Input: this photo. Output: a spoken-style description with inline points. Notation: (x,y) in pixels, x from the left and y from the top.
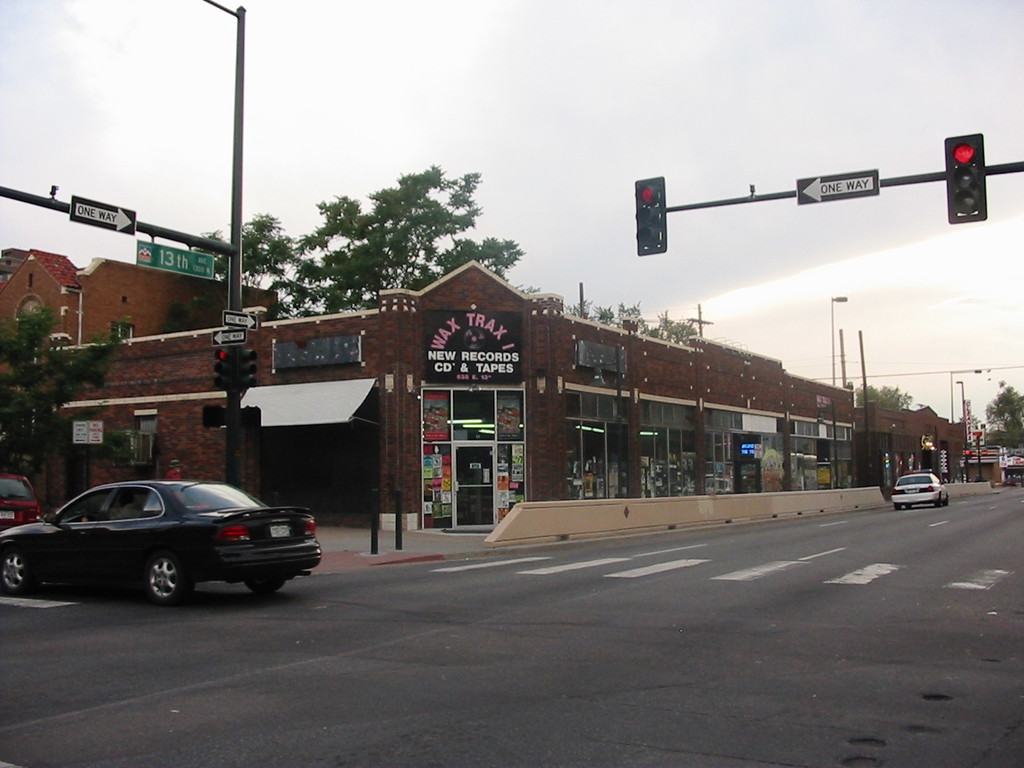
In this image we can see the shop (529,424). And we can see some name boards (486,353) on the shop (449,314) and we can see the windows (594,434). And we can see the vehicles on the road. And we can see the traffic signals (251,412), sign boards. And we can see the trees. And we can see the clouds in the sky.
